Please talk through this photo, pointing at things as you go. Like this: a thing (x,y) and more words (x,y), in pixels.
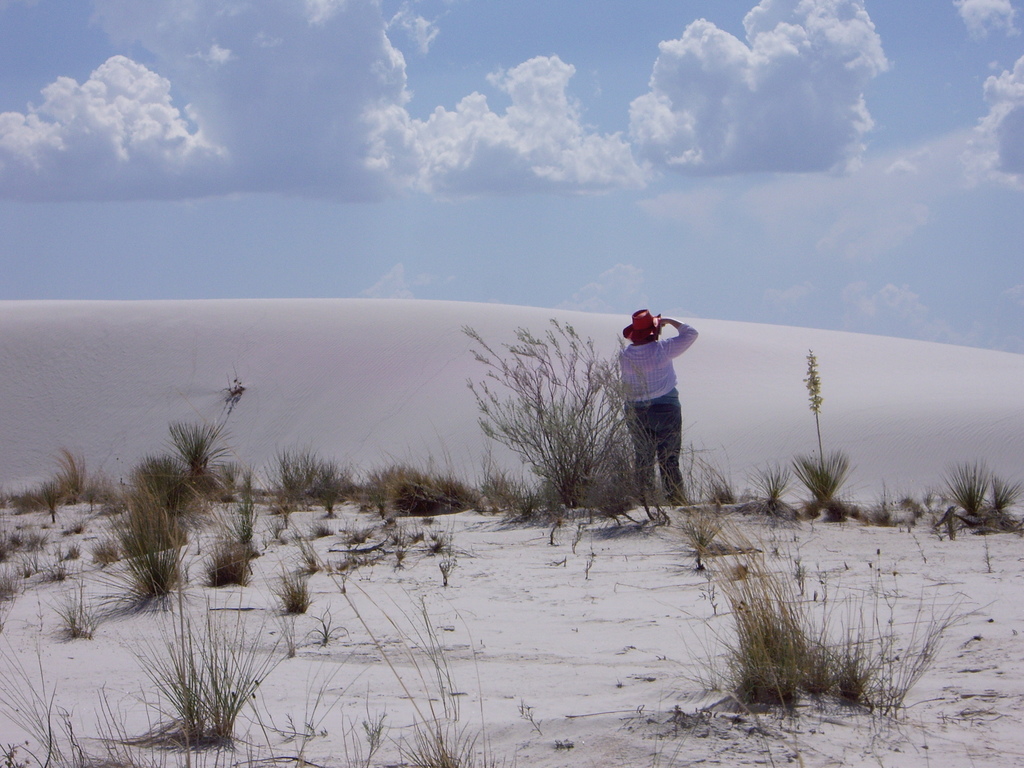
On the left side (214,564), there are plants (213,481) and grass (499,489) on the sand surface (395,517). On the right side (683,337), there is a person (653,353) in a white color T-shirt (653,353), standing on the ground (679,564), on which there are plants (610,462) and grass (847,506) on the sand surface (539,541), there is a sand hill (421,316) and there are clouds (680,160) in the blue sky (757,189).
